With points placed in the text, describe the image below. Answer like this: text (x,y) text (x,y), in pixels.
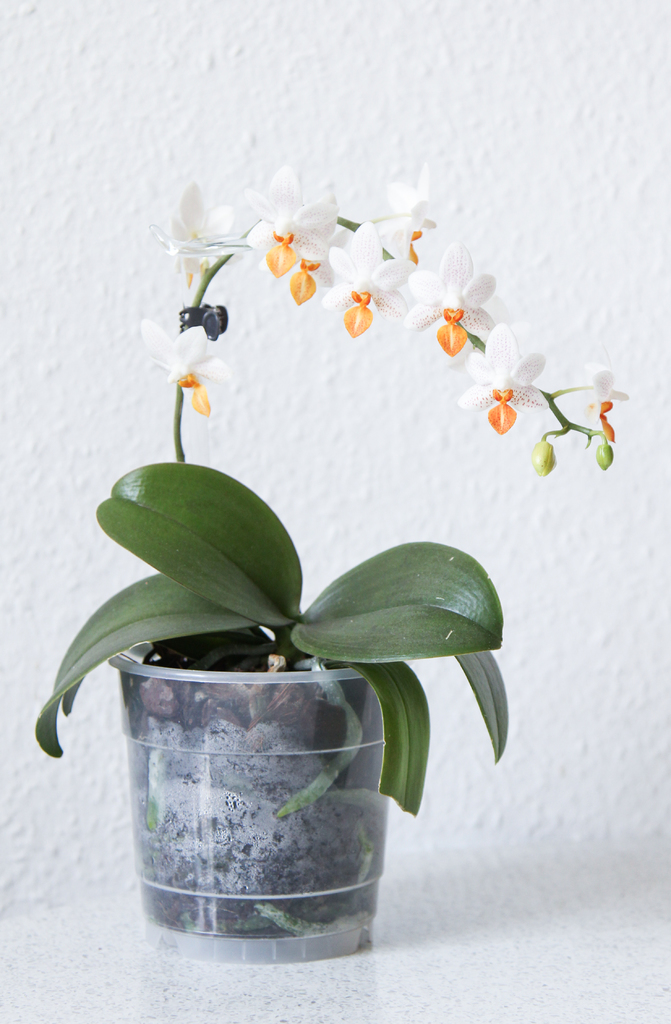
At the bottom of this image (313,789), there is a potted plant (291,695), having green color leaves (141,536) and white colored flowers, placed on a surface (351,980). And the background (63,602) is white in color.
